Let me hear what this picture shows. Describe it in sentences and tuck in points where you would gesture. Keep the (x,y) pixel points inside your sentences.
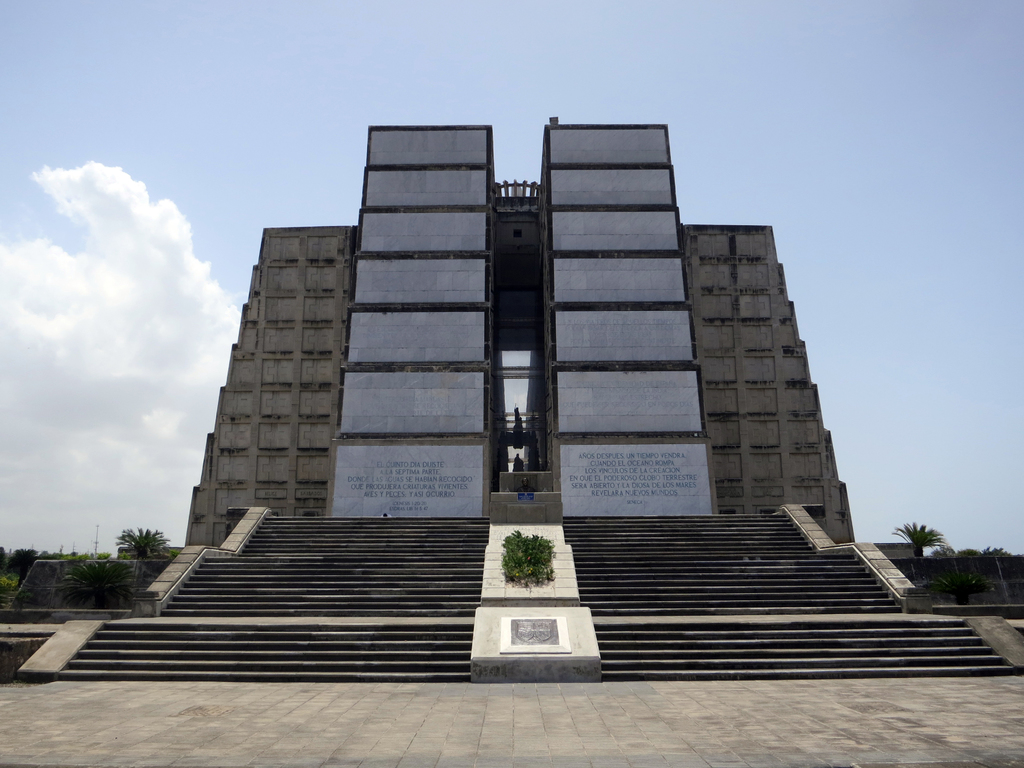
In the picture we can see a surface (394,711) with tiles (524,730) on it, we can see the steps (787,646) and top of it, we can see a wall construction (563,217) with two sides (460,404) and on it we can see some information (606,386) is mentioned and beside it we can see some plants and behind it we can see the sky (74,298) with clouds (35,295).
